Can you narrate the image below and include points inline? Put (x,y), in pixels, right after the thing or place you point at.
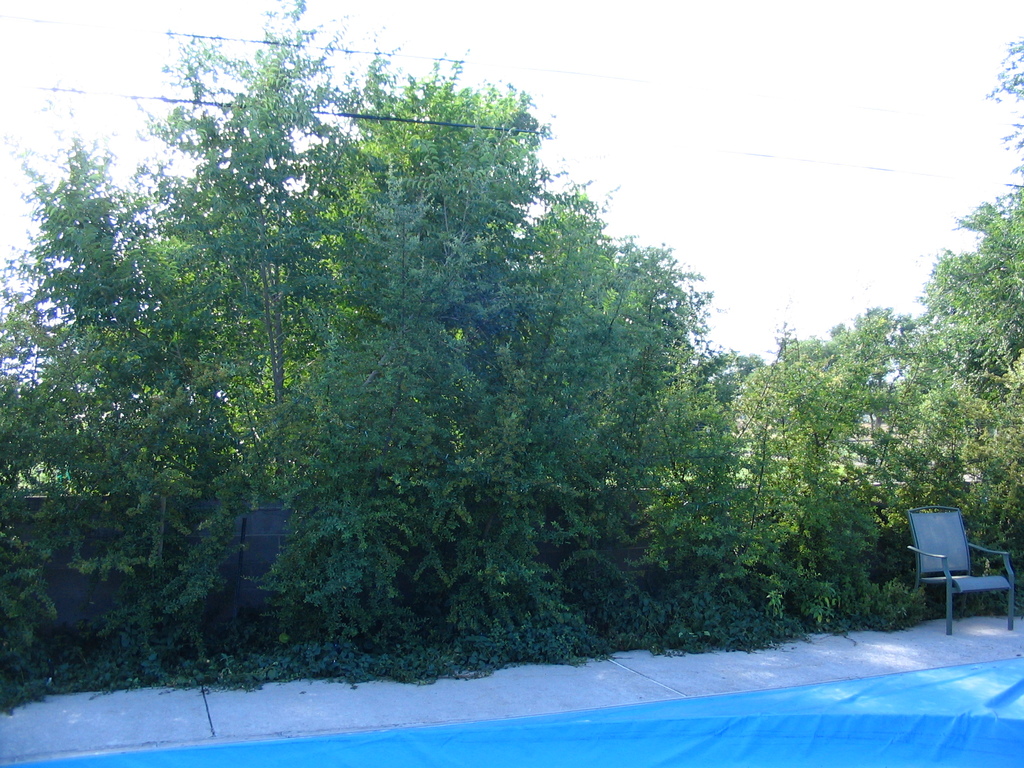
In the image there is an empty chair (921,553) in the foreground (939,574) and behind the chair (1008,571) there are trees (339,497).
